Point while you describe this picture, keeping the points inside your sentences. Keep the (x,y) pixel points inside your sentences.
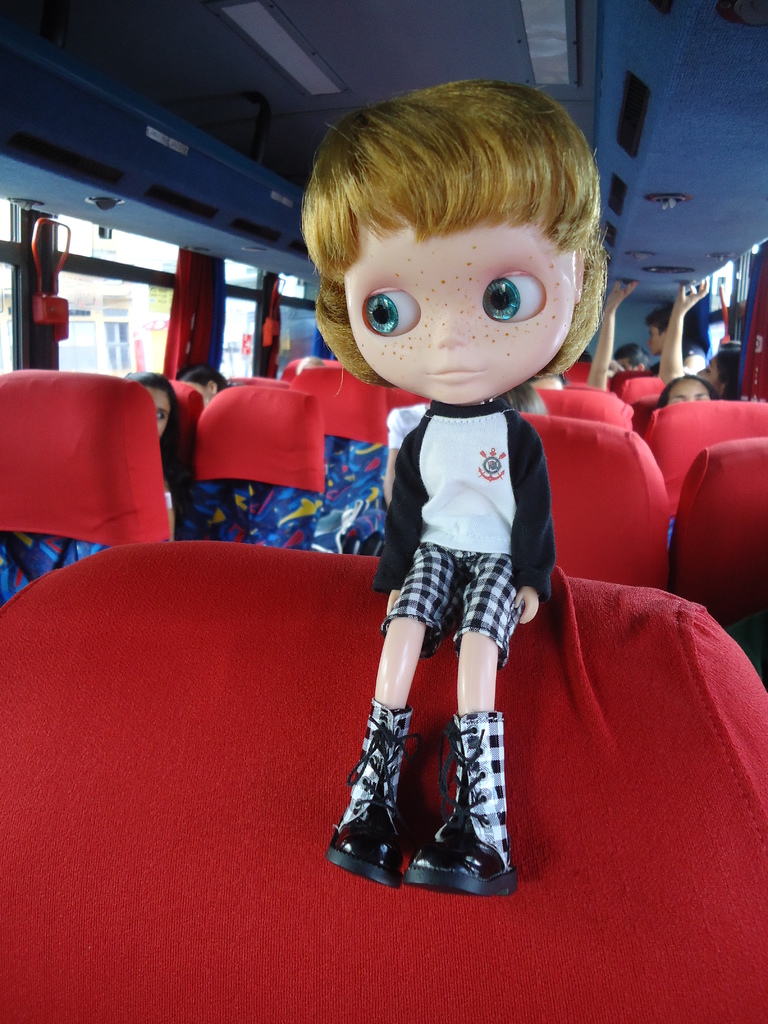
In this image we can see an inside of a vehicle (7,28). In the vehicle (292,658) we can see persons (151,381) sitting on the seats (271,385). In the foreground (541,152) we can see a toy (585,340) on a seat (330,587). At the top (333,120) we can see the roof (260,84) and lights (278,11). Through the glass (95,331) of the vehicle (80,270) we can see the buildings (108,323).
